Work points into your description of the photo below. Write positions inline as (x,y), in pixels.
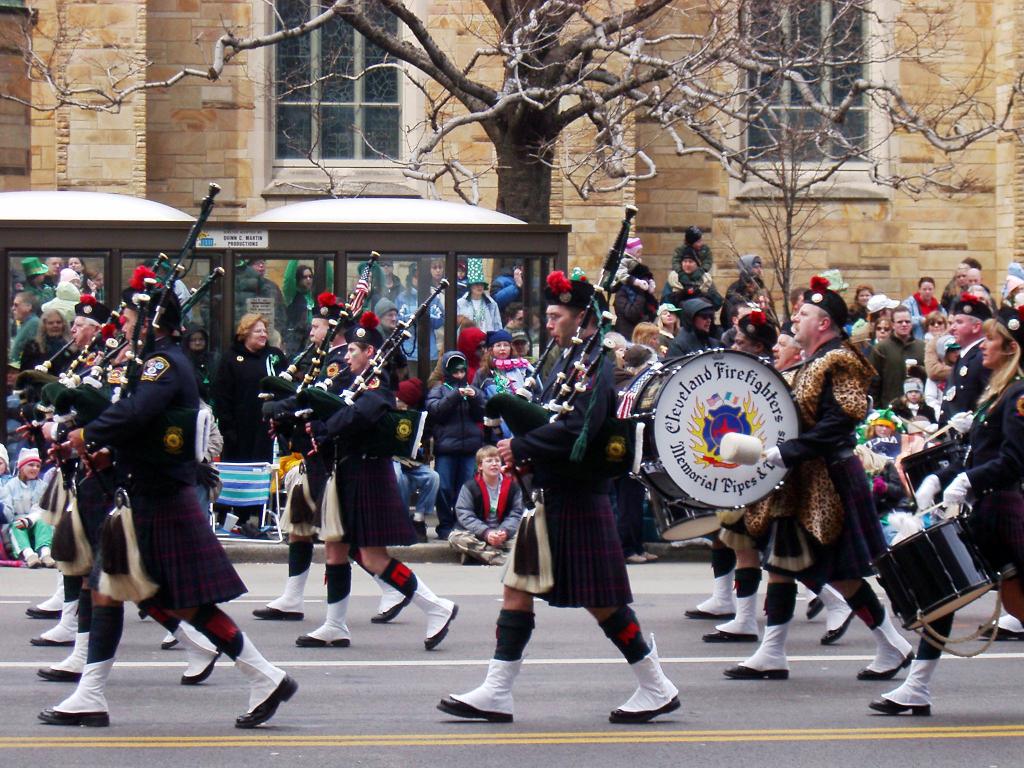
In this image, we can see persons (557,304) wearing clothes (477,325). There are some persons (82,310) playing musical instruments (716,355). There is a shelter (290,246) in front of the building (200,159). There is a tree (535,190) at the top of the image (526,38). There are window (342,141) on the wall (338,181).
